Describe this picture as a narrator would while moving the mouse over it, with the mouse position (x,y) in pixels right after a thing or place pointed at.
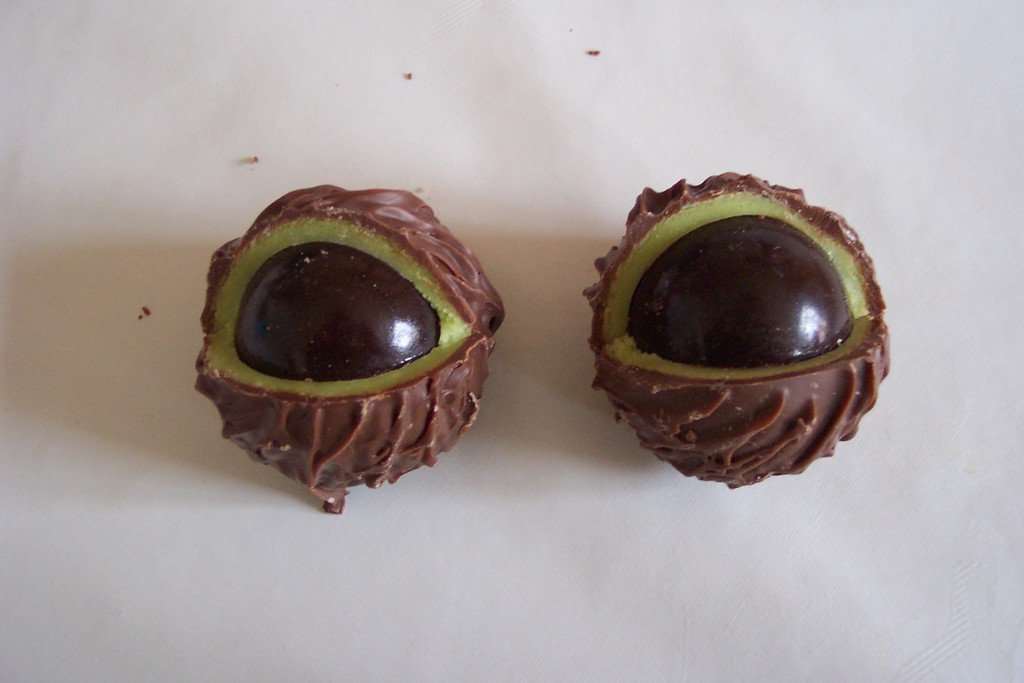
In this image I can see two chocolate (423,344). They are in brown and green color. They are on the white color surface (683,564).
